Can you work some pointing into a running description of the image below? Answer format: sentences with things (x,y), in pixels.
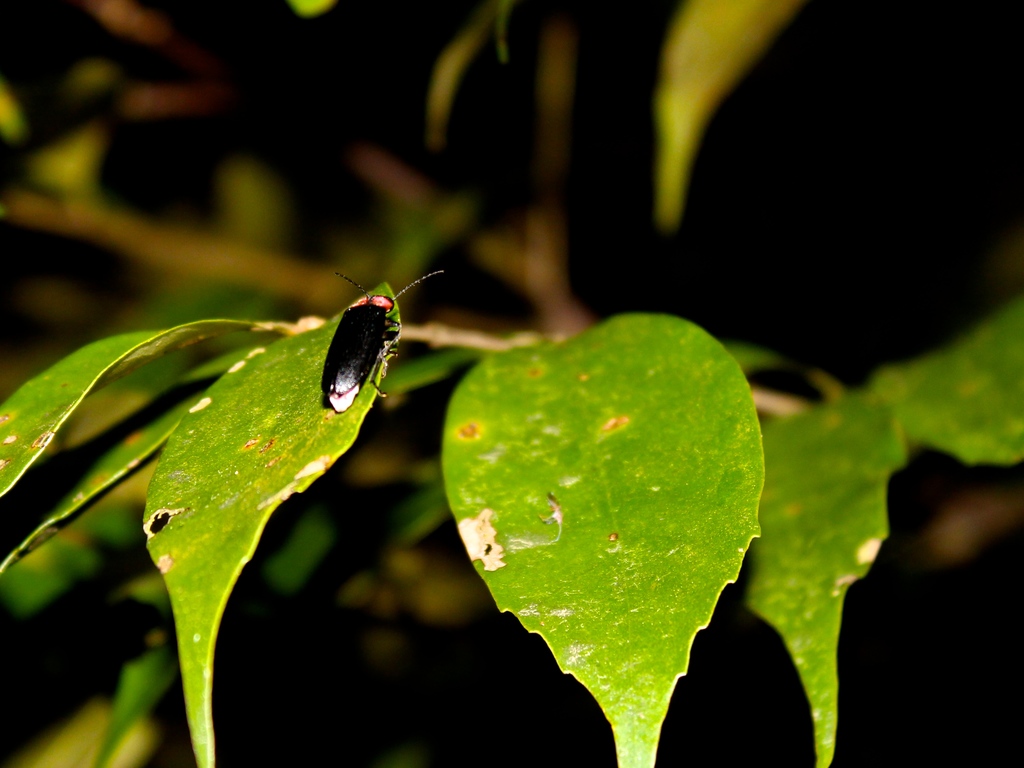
In this picture I can see a insect (348,341) on the leaf (239,413) and looks like a tree branch (792,405) in the background (795,392).
